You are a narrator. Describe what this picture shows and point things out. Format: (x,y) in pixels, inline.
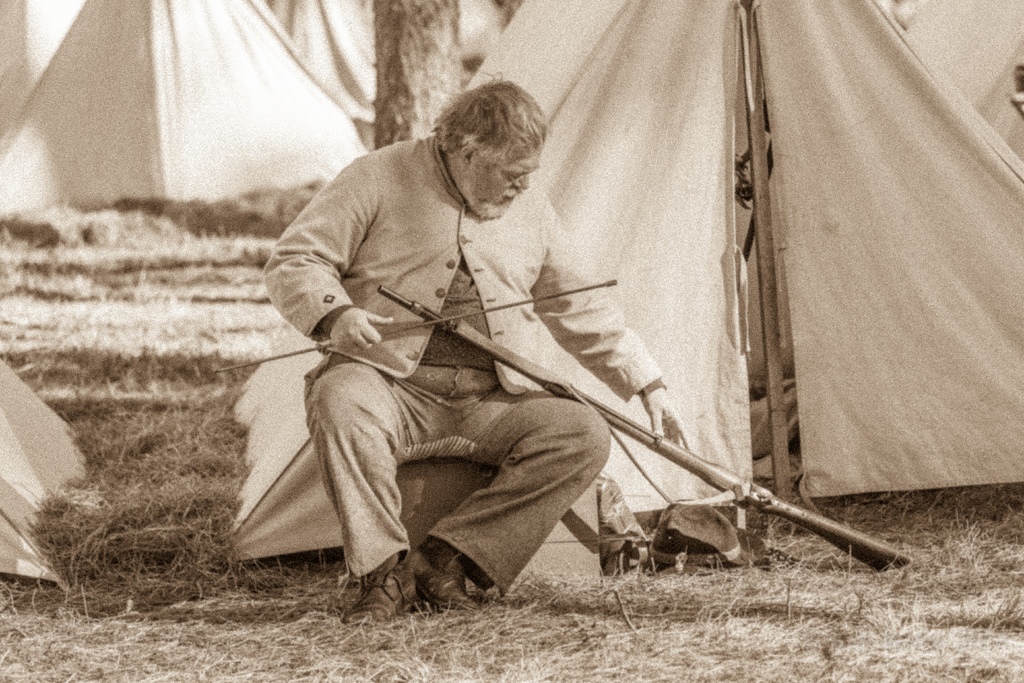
In this image I can see a person (450,261) wearing jacket (391,220), pant (374,431) and footwear (397,572) is sitting and holding a stick (401,332) and a weapon (483,339) in his hand (359,324). In the background (199,332) I can see some grass (155,316), few trees (449,52) and few tents (609,106).
